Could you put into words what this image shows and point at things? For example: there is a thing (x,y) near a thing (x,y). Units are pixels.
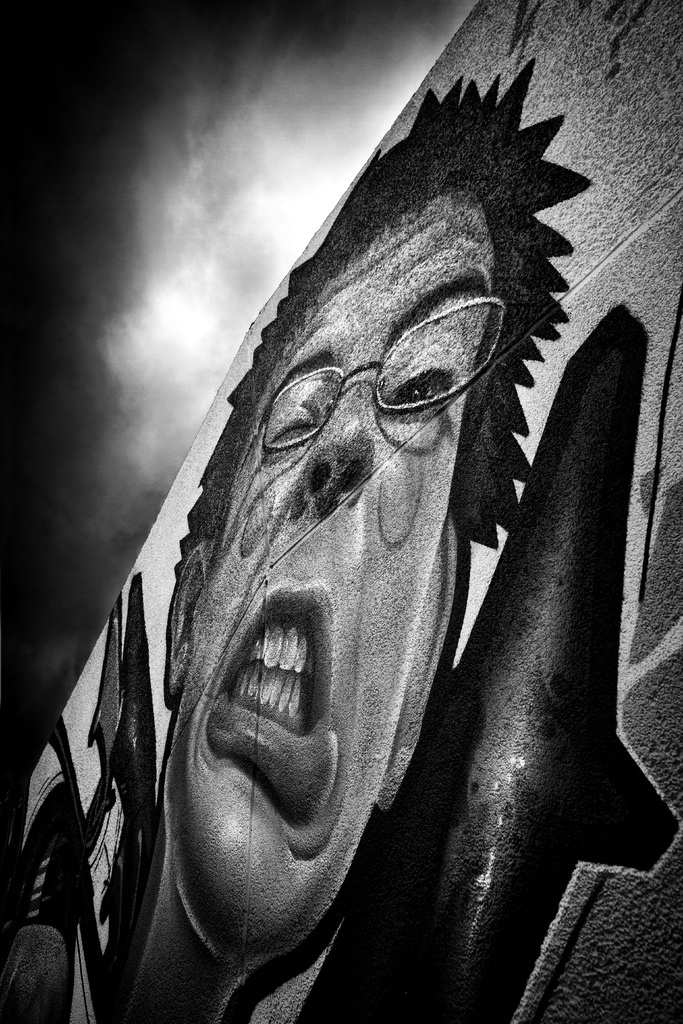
In this image there is a painting (366,549) of a person (411,475) on the wall (510,420). In the background (115,221) there is the sky (103,341).
